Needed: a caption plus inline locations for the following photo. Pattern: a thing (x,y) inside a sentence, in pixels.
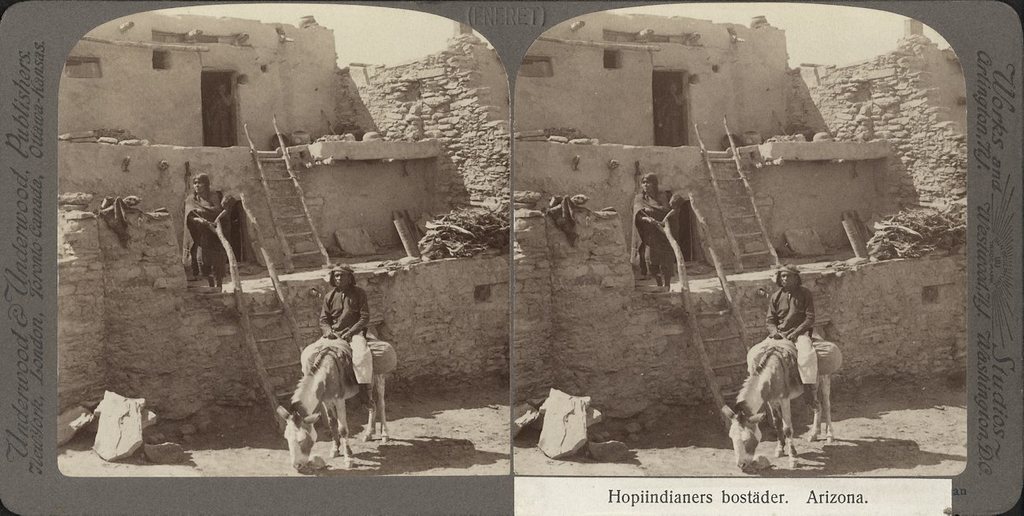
This image consists of two persons (774,320). In the front (797,362), we can see a man (774,336) sitting on a donkey (752,412). In the background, we can see a ladder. At the bottom (641,424), there is ground (73,468). On the left (135,444), there are rocks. This image looks like it is edited and made as a collage.
